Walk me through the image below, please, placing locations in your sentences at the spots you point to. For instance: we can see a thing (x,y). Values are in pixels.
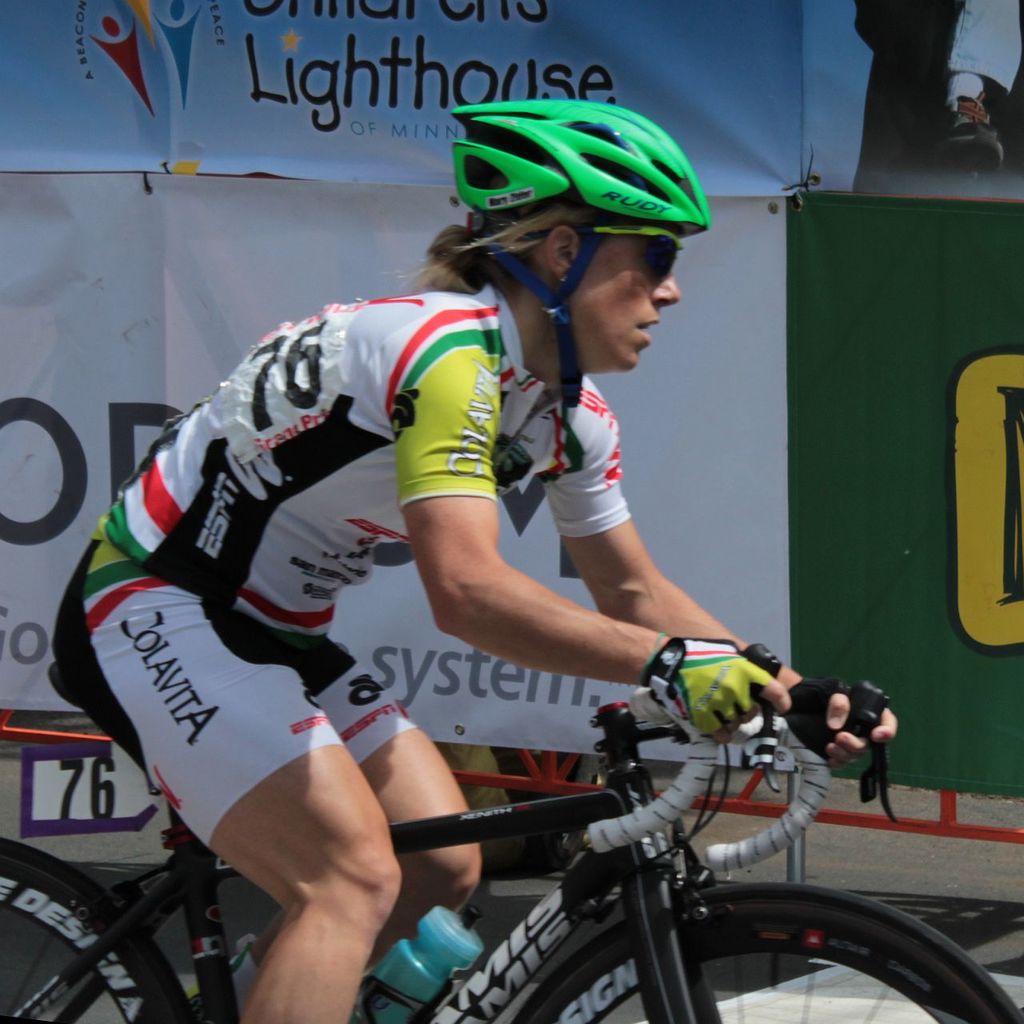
In this image, I can see a person (402,857) riding bicycle (716,863). She wore a helmet (539,204), T-shirt (335,465) and a short (227,709). This looks like a water bottle (439,975), which is attached to the bicycle (495,978). In the background (778,101), I can see a hoarding (783,152) and a banner (800,326).
